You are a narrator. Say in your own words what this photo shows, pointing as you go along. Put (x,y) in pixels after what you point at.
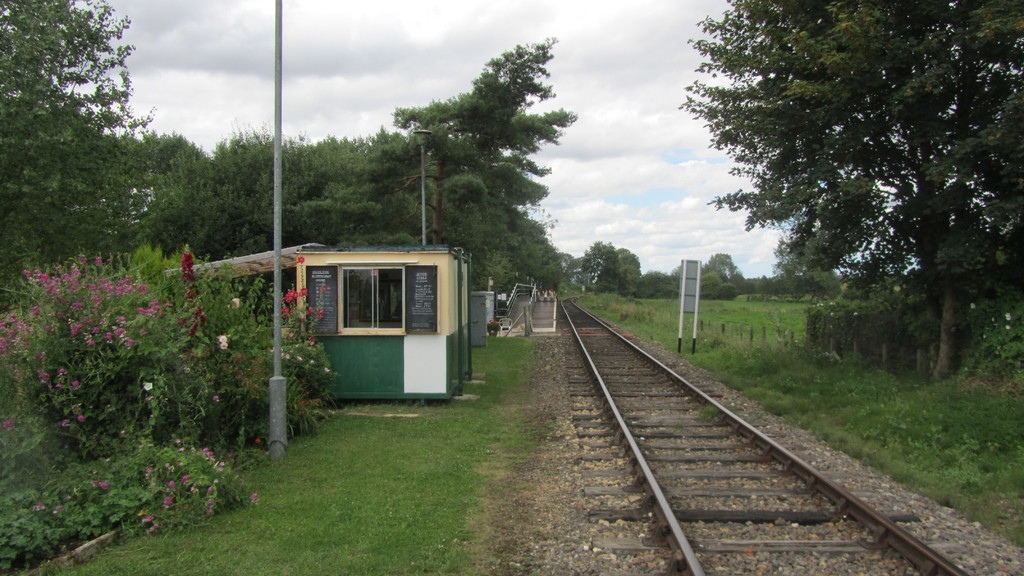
In this picture we can see view of the railway track (601,546) in the forest (593,265). Beside there is a green and yellow color shade tent (366,351). Beside there are many trees (389,228) and on the right side (693,308) we can see the caution board (691,269).
